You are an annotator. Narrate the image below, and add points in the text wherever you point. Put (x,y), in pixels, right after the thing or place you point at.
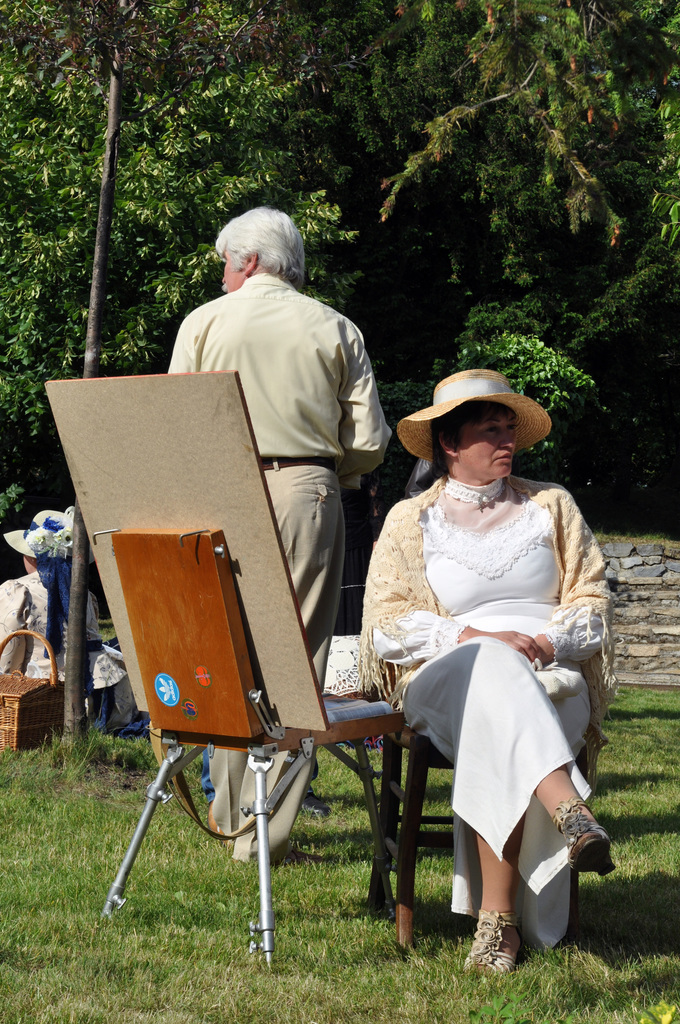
There is a woman (492,743) sitting on the chair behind her a man (270,451) is standing and a woman (57,648) is sitting at the pole (74,643) and we can also see trees (201,261) in the background (384,235).
